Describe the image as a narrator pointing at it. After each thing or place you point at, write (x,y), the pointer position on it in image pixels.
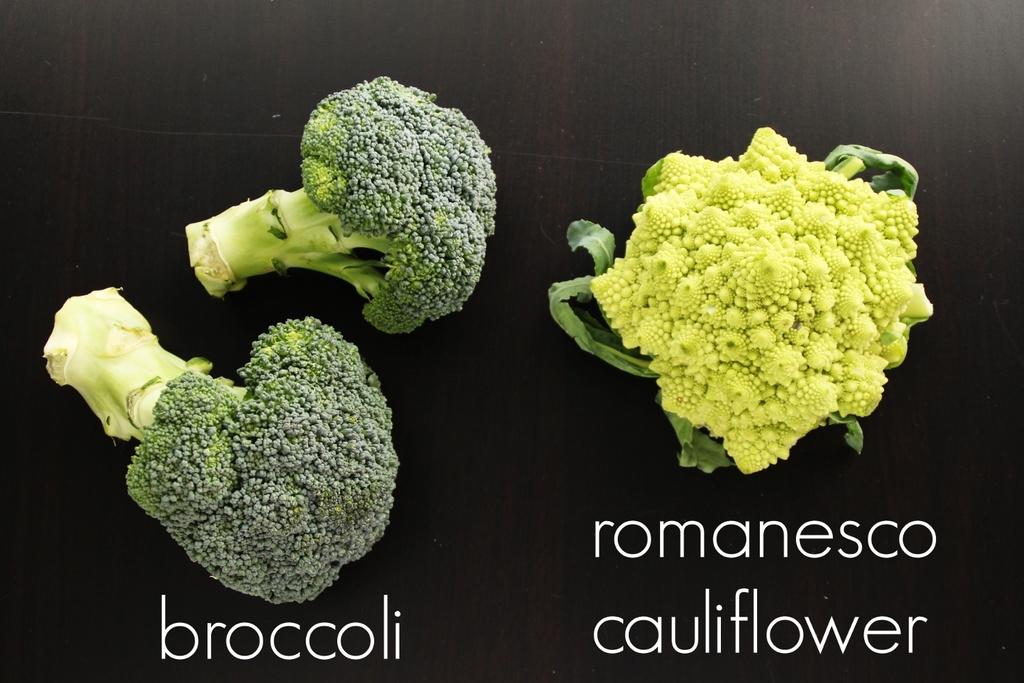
On this surface (877,104) we can see broccoli (359,555) and cauliflower (748,302). Here we can see the names (616,535) of these veggies (675,353).
